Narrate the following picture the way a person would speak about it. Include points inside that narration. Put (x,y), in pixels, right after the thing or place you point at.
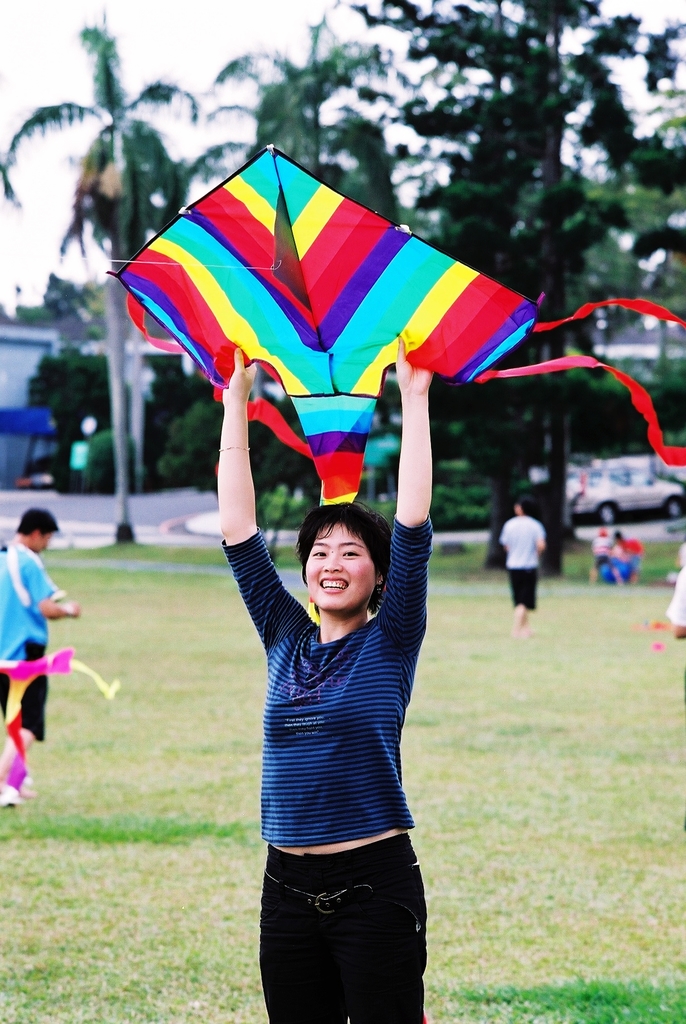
In this picture we can see a woman (409,910) holding a kite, at back of her we can see people's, kite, vehicles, houses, trees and some objects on the ground (524,721) and we can see sky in the background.
